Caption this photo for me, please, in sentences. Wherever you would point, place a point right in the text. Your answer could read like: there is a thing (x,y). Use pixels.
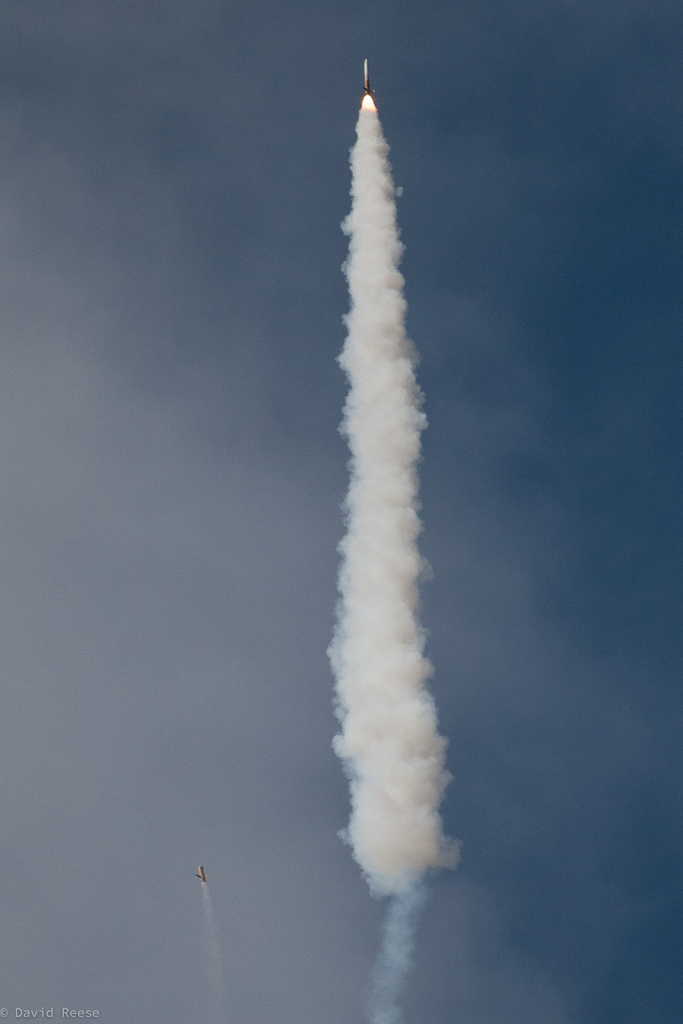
In this image I can see two rockets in the air (507,650). I can see the sky (586,599) and the smoke (412,721).
